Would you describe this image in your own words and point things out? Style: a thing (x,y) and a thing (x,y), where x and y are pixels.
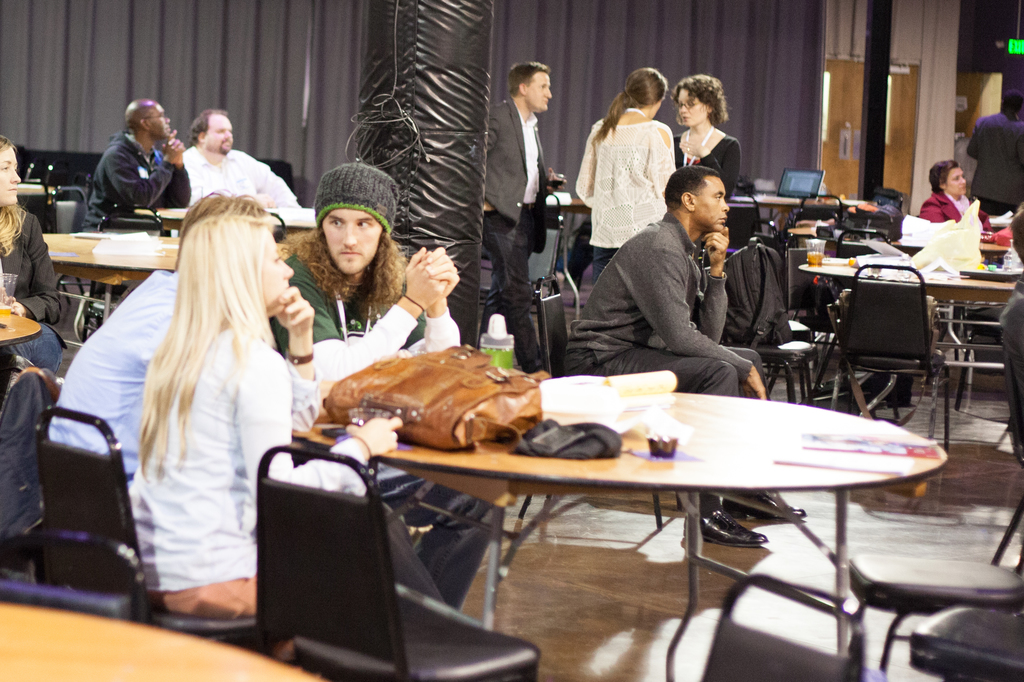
Here we can see a few people (391,245) who are sitting on a chair (111,490) and looking at something. In the background (625,178) we can see this people (706,101) who are standing on the top right (1008,177).
